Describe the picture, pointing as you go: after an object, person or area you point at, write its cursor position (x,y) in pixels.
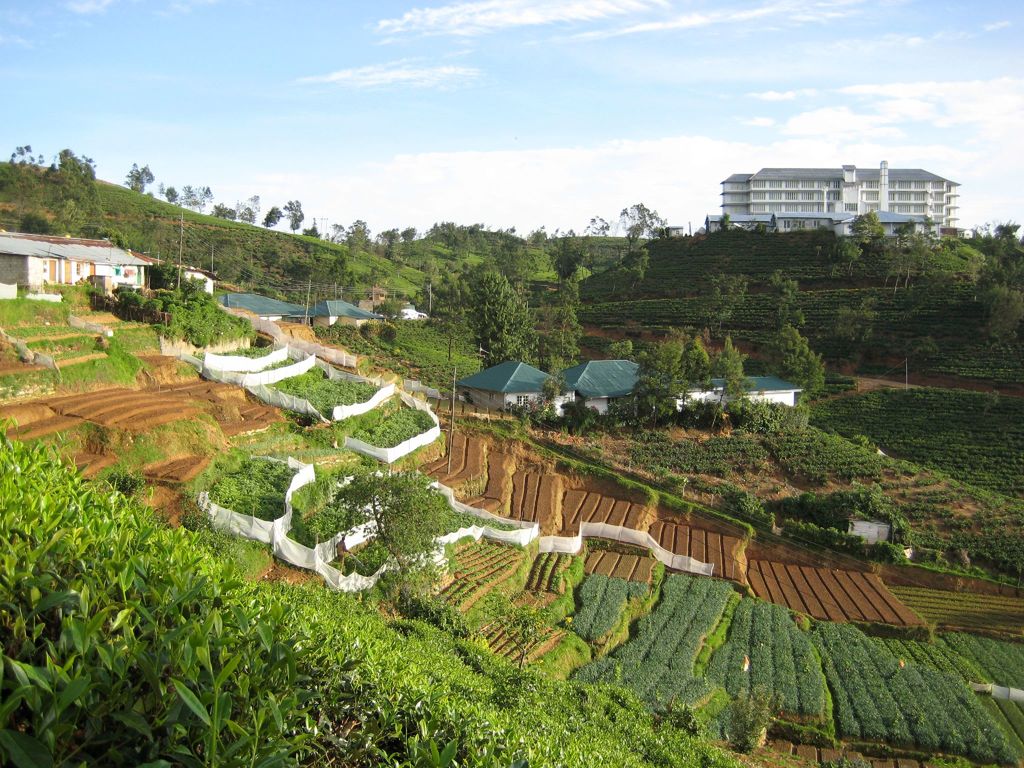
In this at the bottom (422,669) there are some plants (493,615) grass (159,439), and in the center (489,461) there are some terraced fields (425,458). And in the background (494,232) there are some buildings (37,273) and trees (95,225) and some mountains (897,305), and at the top of the image (506,90) there is sky (381,110).
